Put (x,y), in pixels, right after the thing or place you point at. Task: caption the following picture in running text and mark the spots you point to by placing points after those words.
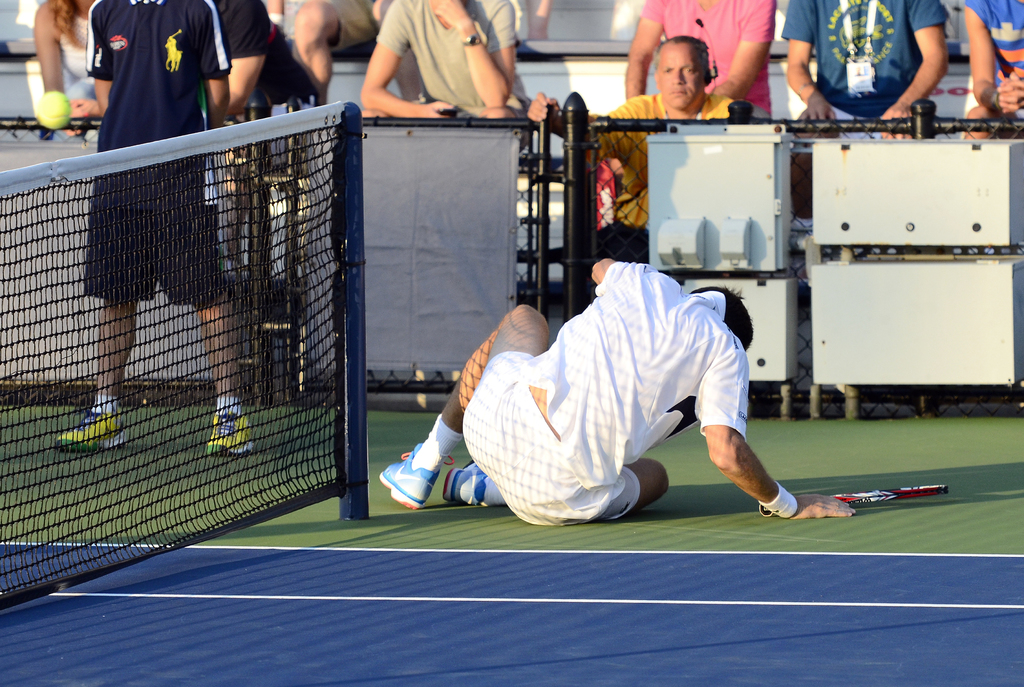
Here we can see a tennis player (456,395) sitting on the court (692,446) with racket (864,496) in front of him and at the left side (339,106) we can see the Tennis net (0,465) and here we can see people (326,20) sitting and standing in the stands (521,76).
